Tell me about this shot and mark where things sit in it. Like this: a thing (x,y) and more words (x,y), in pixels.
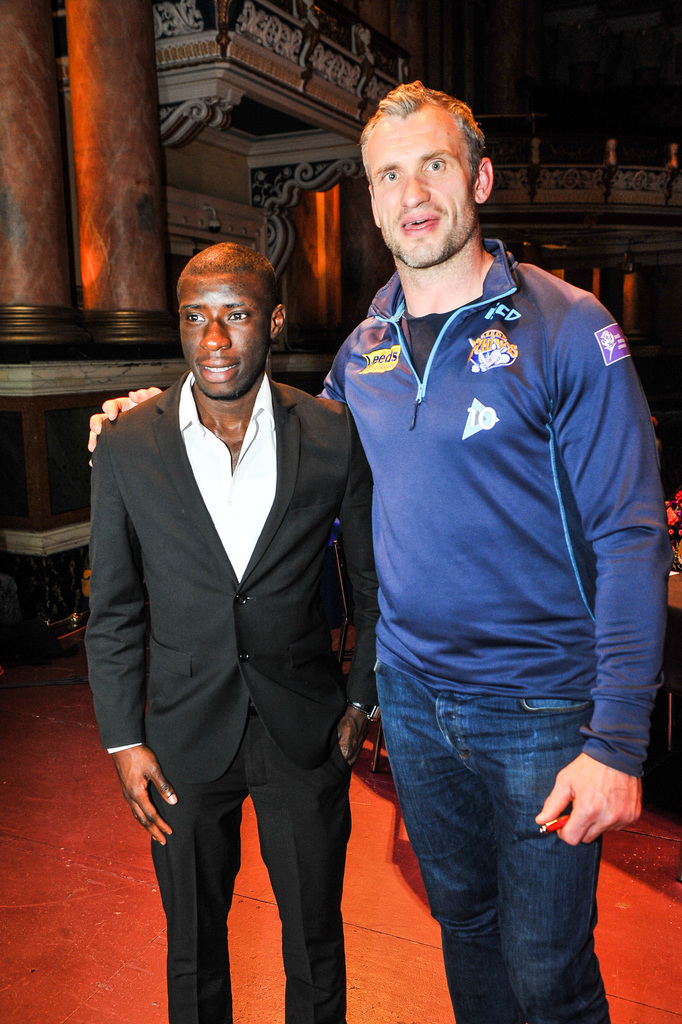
In this picture we can see two men (428,597) standing here, a man (369,612) on the left side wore a suit (283,625), we can see two pillars (161,261) in the background (96,192).
